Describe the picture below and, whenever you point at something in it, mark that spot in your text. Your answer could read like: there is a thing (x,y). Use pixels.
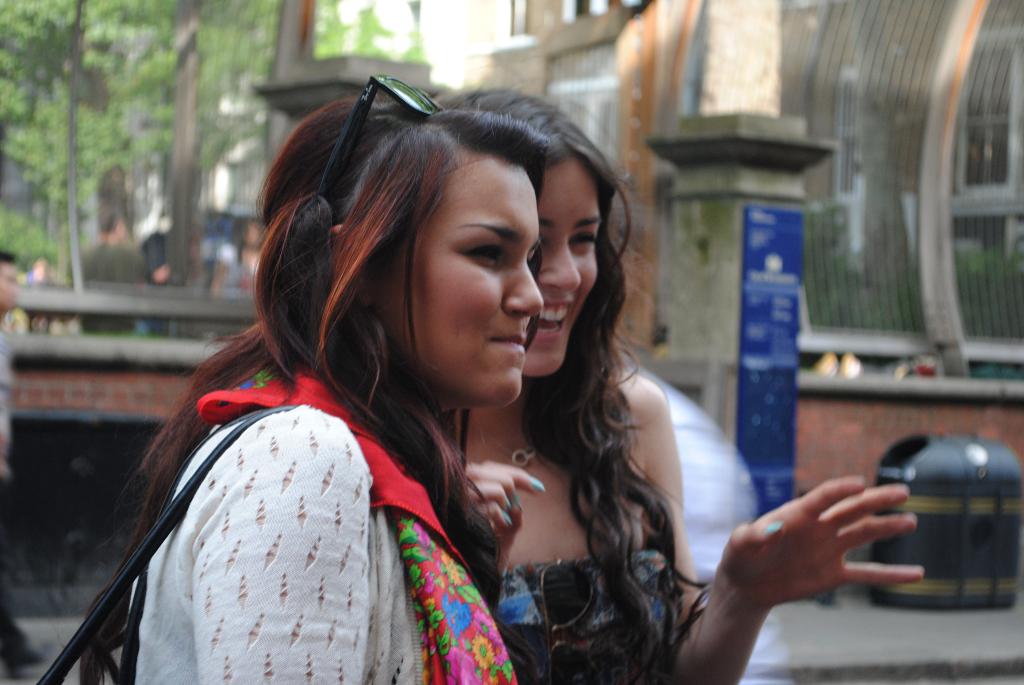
In the picture I can see two women (446,456) are standing among them the woman (304,502) on the left side (284,340) is wearing glasses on the head (381,283) and the woman (618,414) on the right side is smiling. In the background (718,127) I can see trees (113,24), wall (835,430), people (9,402) and some other objects (877,309). The background of the image (880,289) is blurred.
